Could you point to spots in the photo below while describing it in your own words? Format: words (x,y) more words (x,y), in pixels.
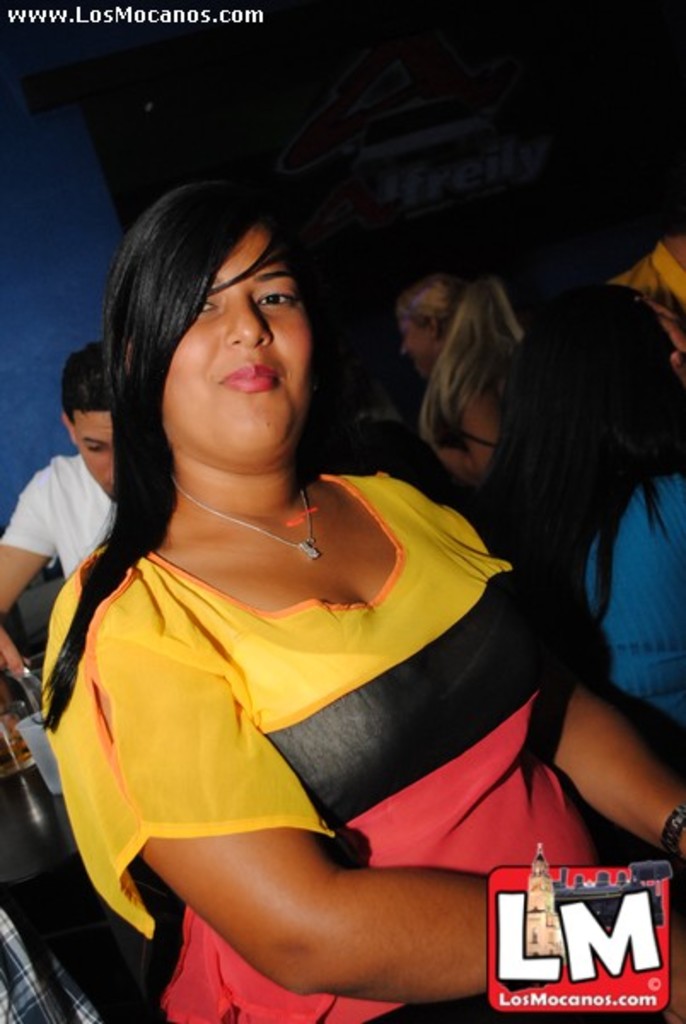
In the picture we can see a photograph of a woman (214,951) standing and she is with T-shirt (441,552) with a color on it yellow, black and pink and with a necklace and loose hair (299,258) and behind her we can see a man (71,434) with white T-shirt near the table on it we can see a glass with wine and some other glass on it and beside him we can see some girls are standing and in the background (12,473) we can see a wall (66,244) in the dark.
